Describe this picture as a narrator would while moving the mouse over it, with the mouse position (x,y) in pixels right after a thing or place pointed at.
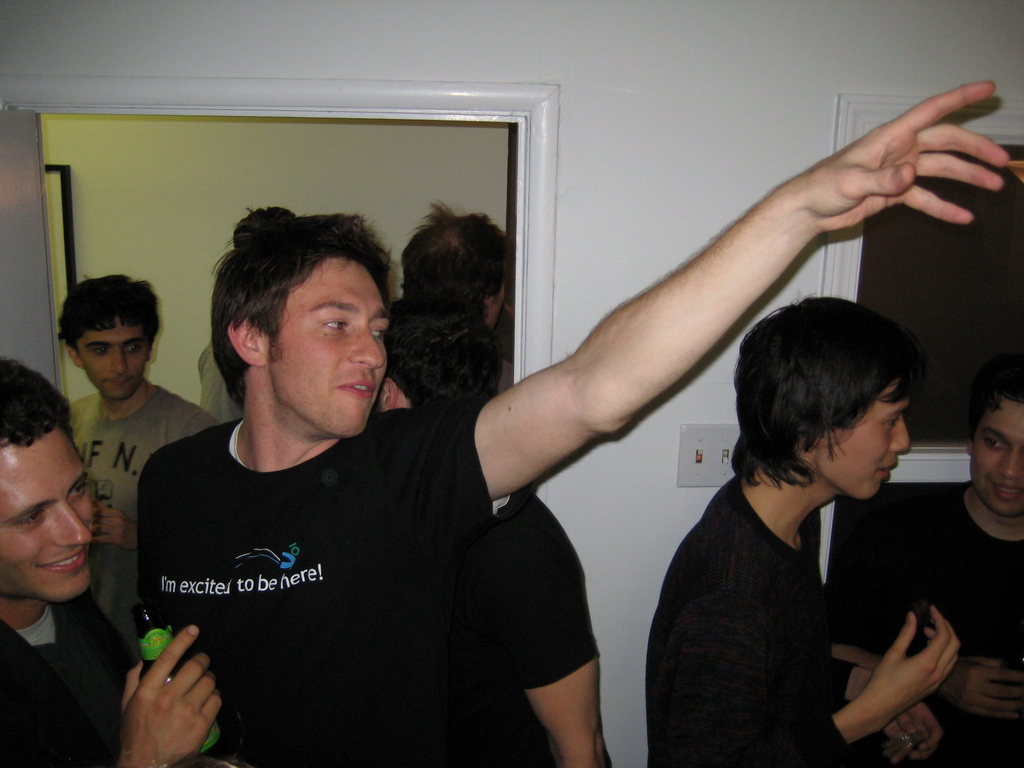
In this picture I can see there is a man (25,450) standing on to left (56,682) and he is holding a beer bottle (216,731) and there is a person (214,582) standing next to him, he raised his hand (876,172) and he is wearing a black shirt (354,606) and there are two other people (788,523) standing on right (755,563) and they are talking. In the backdrop (360,210) there is a white wall (446,61) and a door (8,279). There are few people (161,423) standing at the door (40,282).
